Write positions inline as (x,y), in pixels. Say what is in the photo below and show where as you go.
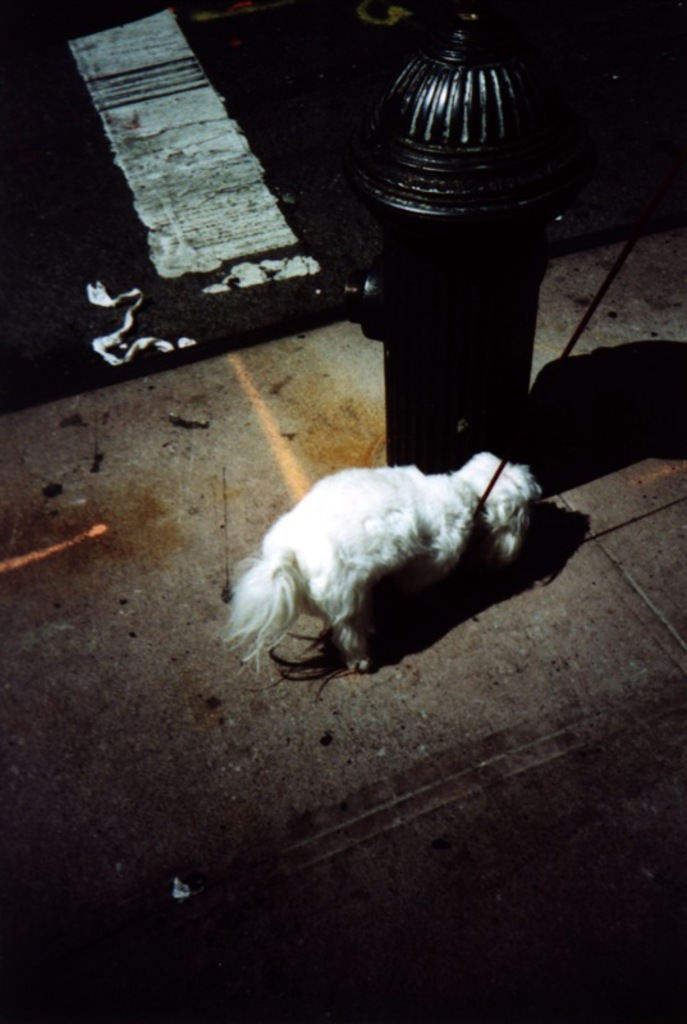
In this image I can see the dog (363,590) which is in white color. To the side of the dog (390,542) I can see the fire hydrant (414,278). And there is a white and black background (15,222).
